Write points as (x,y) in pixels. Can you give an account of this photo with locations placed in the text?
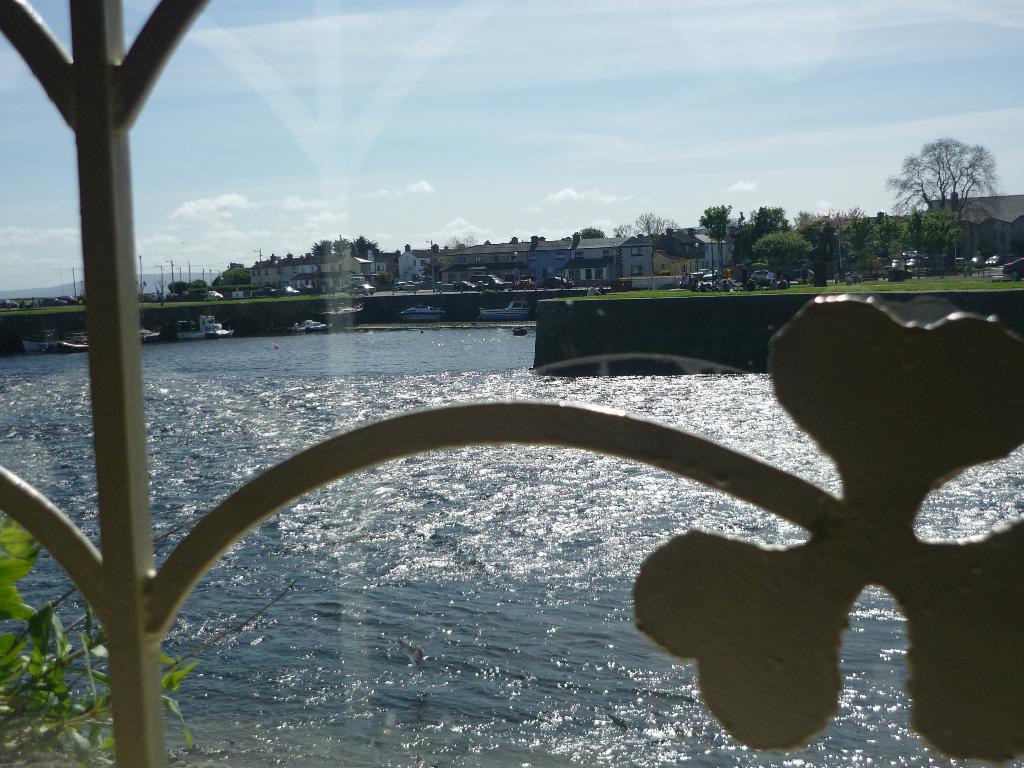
In this picture I can see there is a lake (333,393), there are few boats (223,327) and there are few vehicles (472,284) moving on the road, there is a railing (135,456) and a plant (17,686) to the left (31,692) and there are few buildings (468,259) in the backdrop (457,259). There are few trees (656,226) and the sky (472,233) is clear.
